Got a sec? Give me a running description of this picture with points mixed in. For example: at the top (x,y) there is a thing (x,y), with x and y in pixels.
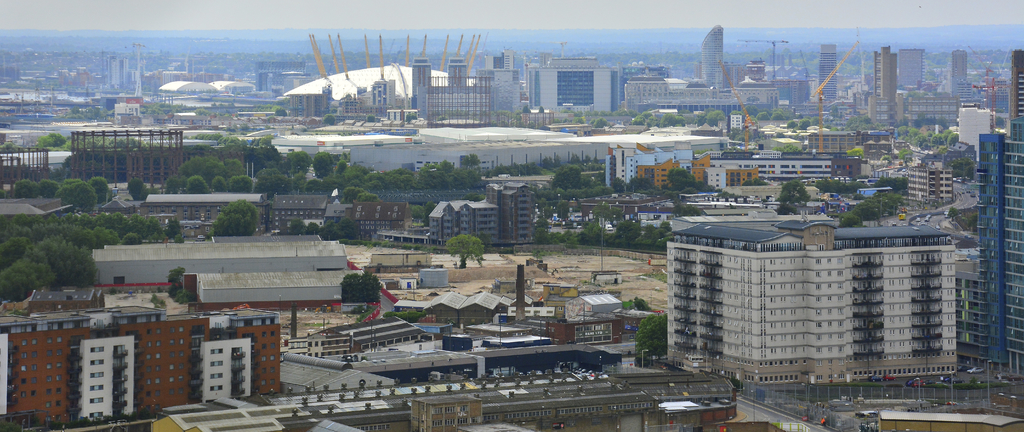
This picture is clicked outside the city. At the bottom of the picture (458,339), there are many buildings (190,342). We even see vehicles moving on the road (625,370). In the background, there are many buildings (904,69), trees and a tower (894,86). At the top of the picture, we see the sky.
